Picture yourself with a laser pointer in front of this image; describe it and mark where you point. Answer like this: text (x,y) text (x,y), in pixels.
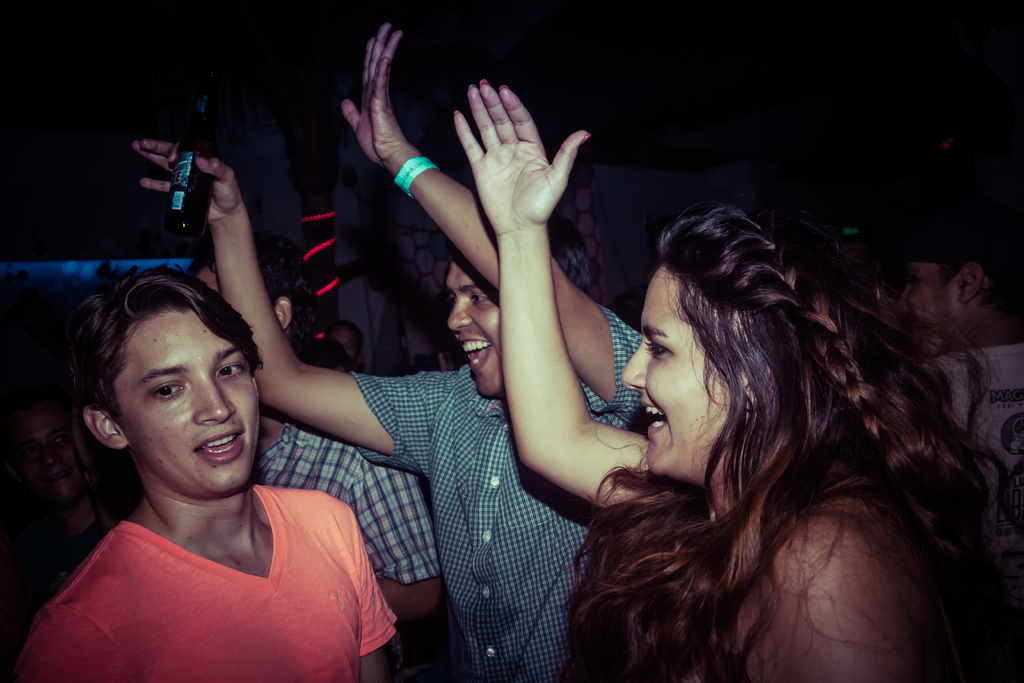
People (378,405) in here are dancing and a person (239,207) is holding beer bottle (179,192) in his hands (218,204).
